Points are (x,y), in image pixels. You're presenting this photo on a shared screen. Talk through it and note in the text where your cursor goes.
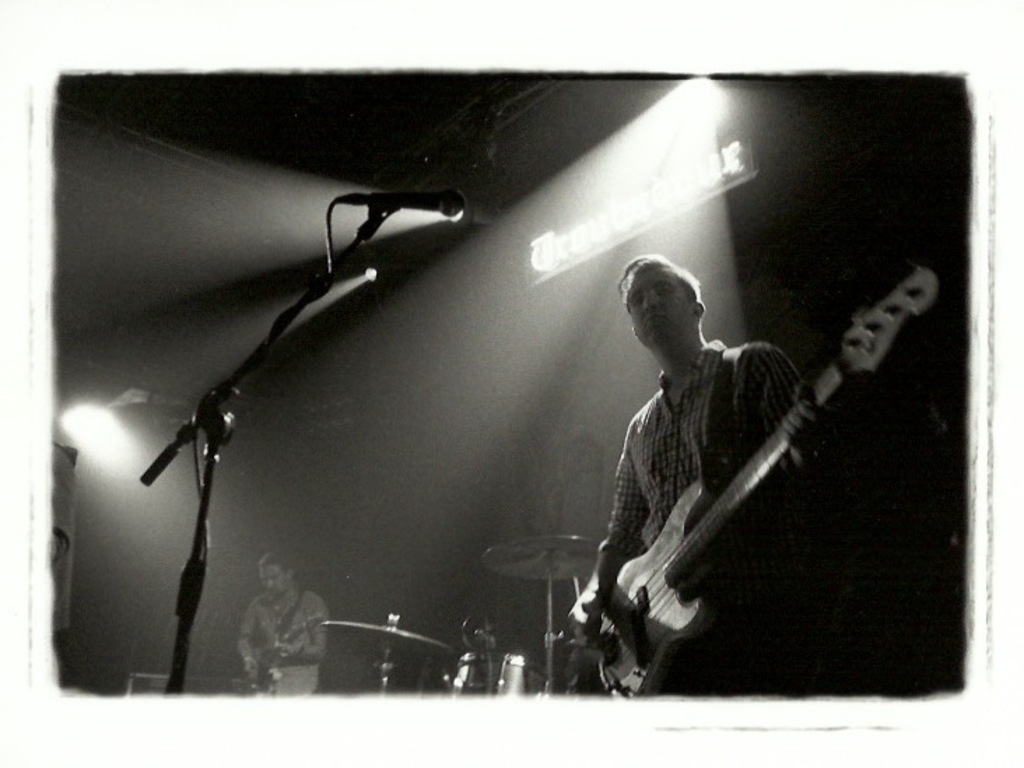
In this picture we can see two persons (714,542) playing guitar (664,614). This is mike (428,196) and we can see some musical instruments (489,654) here. And there is a light (97,423).
